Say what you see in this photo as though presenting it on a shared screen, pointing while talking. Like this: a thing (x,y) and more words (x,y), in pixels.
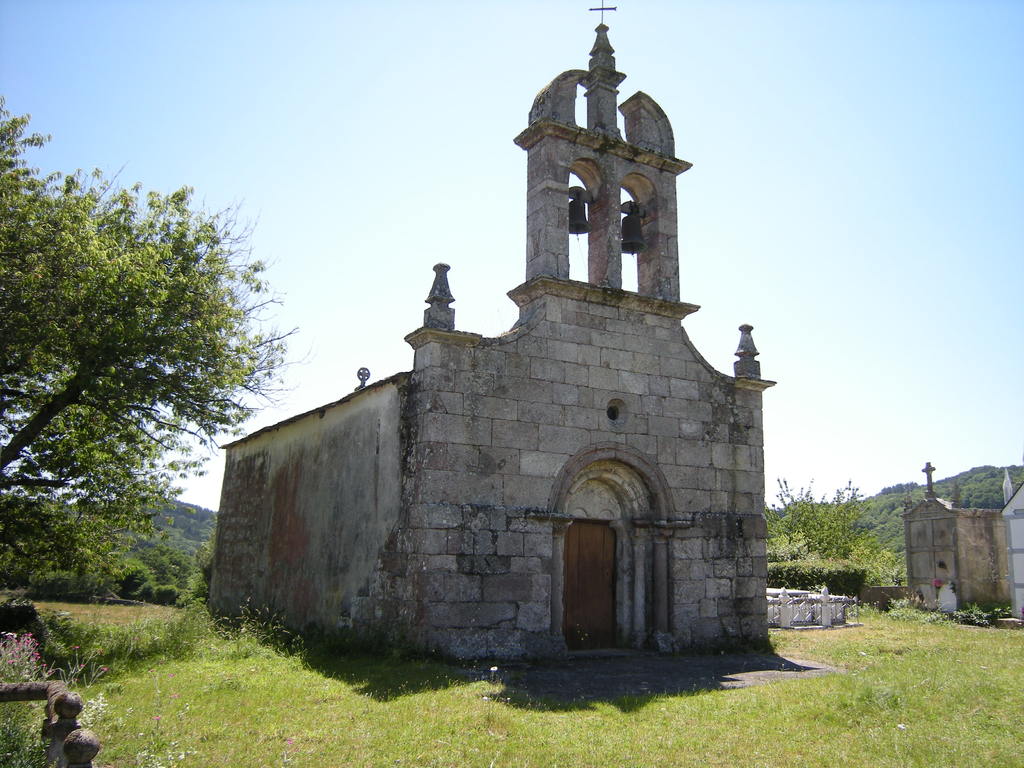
In this image I can see a building (735,400) in gray and white color. Background (98,541) I can see trees (138,521) in green color and sky (193,113) is in white and blue color.
